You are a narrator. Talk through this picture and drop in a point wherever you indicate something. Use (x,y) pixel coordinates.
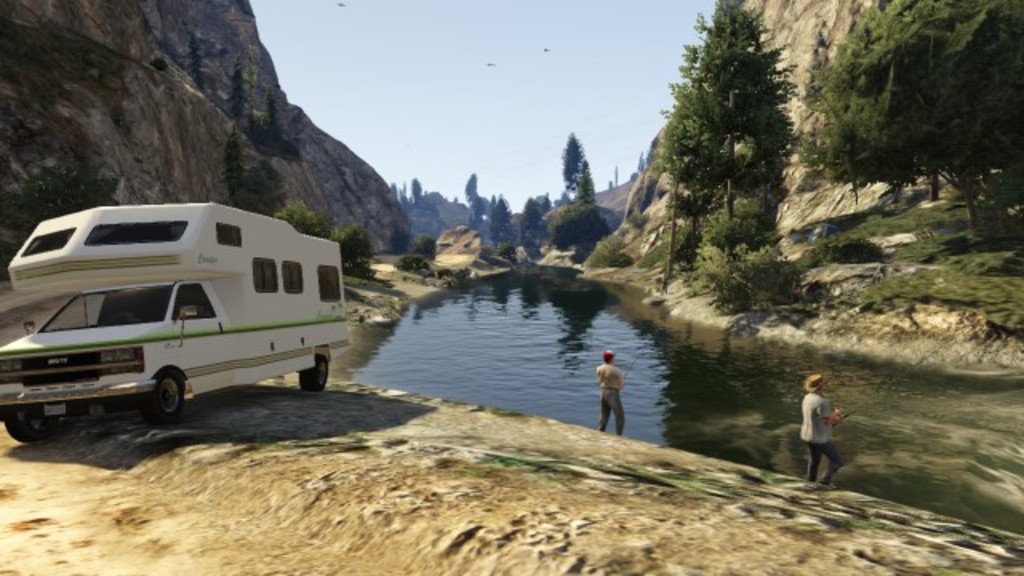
In this picture we can see a vehicle (180,251) on the ground (354,557), water (951,404), grass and two people (825,420) are holding fishing rods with their hands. In the background (465,232) we can see trees (701,176), mountains (617,218) and the sky (506,93).
